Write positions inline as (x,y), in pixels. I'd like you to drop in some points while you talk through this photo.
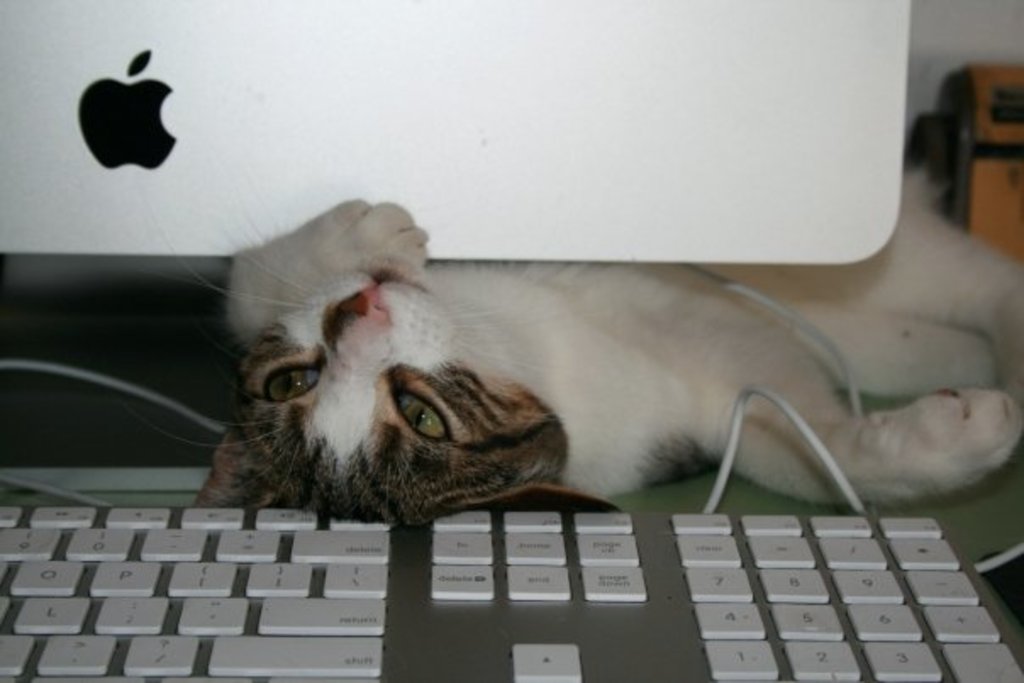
In this picture I can see a cat (593,324), and a monitor (737,10) and I can see a keyboard (387,604).
